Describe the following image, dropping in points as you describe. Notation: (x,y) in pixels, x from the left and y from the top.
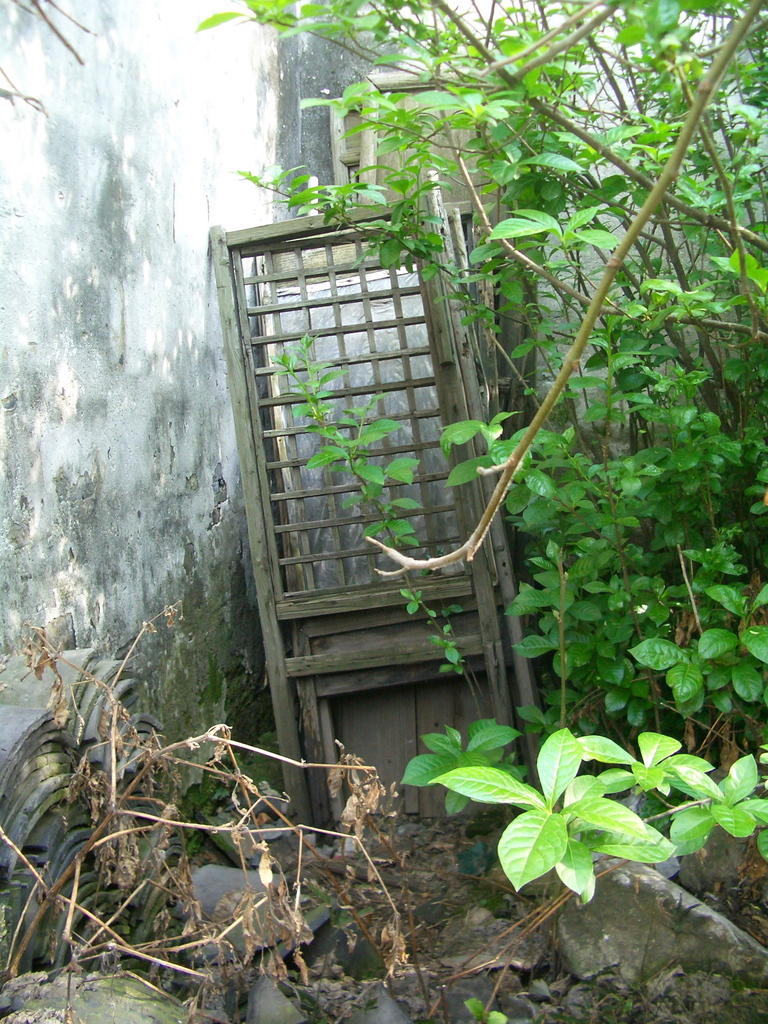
In this image we can see a wooden door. We can also see some plants (663,758), dried branches (302,929), some stones (106,1006) and a wall (65,297).
